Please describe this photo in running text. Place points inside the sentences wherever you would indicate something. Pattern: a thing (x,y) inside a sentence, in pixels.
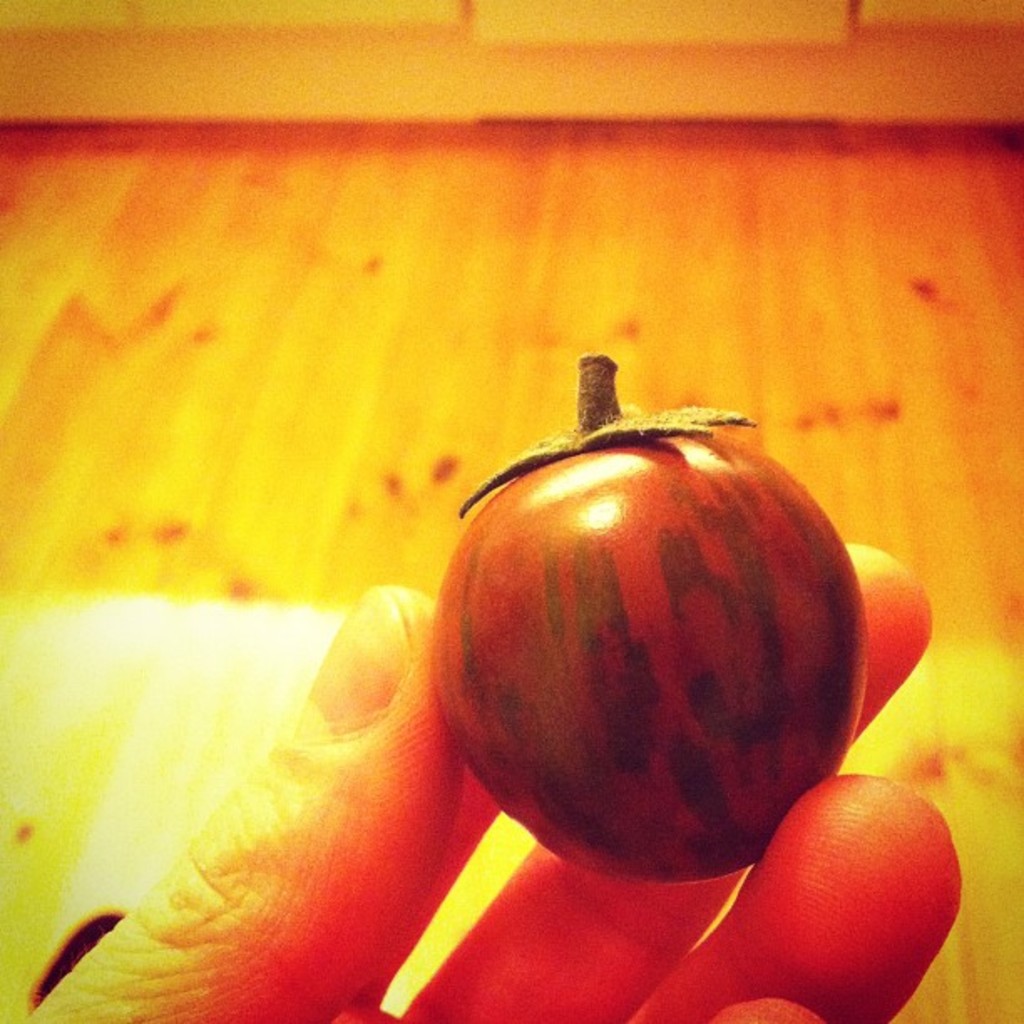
We can see vegetable (598,745) hold with hand (389,810). We can see floor (207,197).
